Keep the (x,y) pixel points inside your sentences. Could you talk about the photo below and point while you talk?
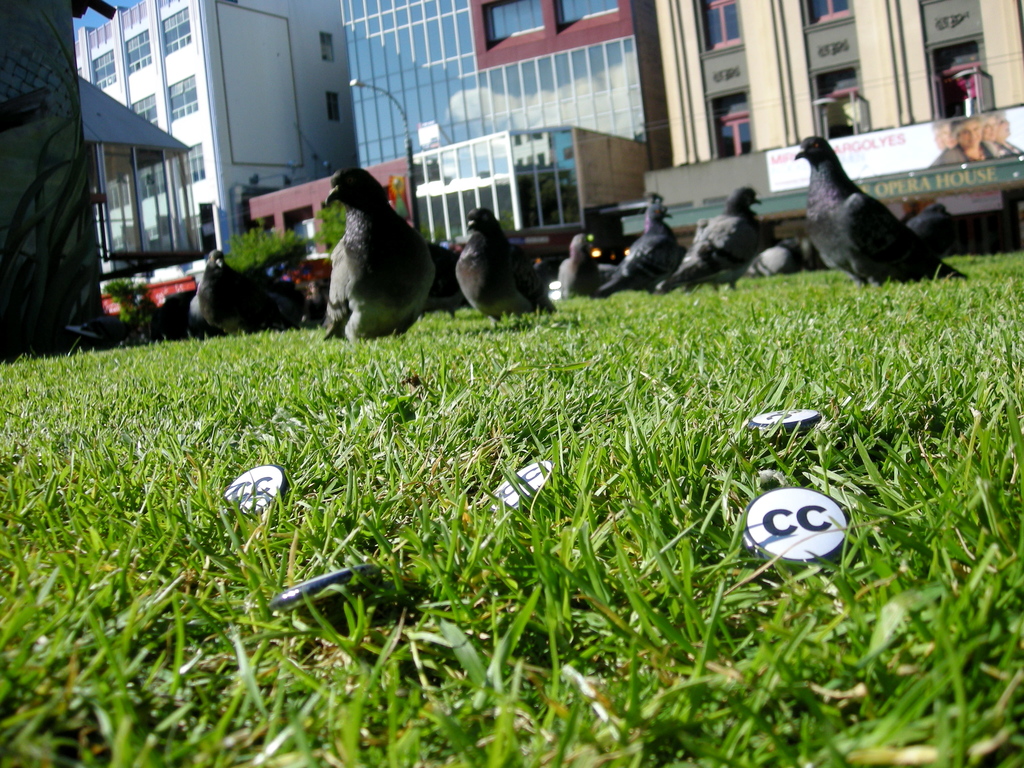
In this image we can see some birds (677,249) and badges (782,545) on the ground (525,535). We can also see some grass (523,553). On the backside (394,115) we can see some buildings (325,192) with windows (449,154), some street poles (408,133), plants (329,253), a name board (932,182) with some text (869,143) on it and the sky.
